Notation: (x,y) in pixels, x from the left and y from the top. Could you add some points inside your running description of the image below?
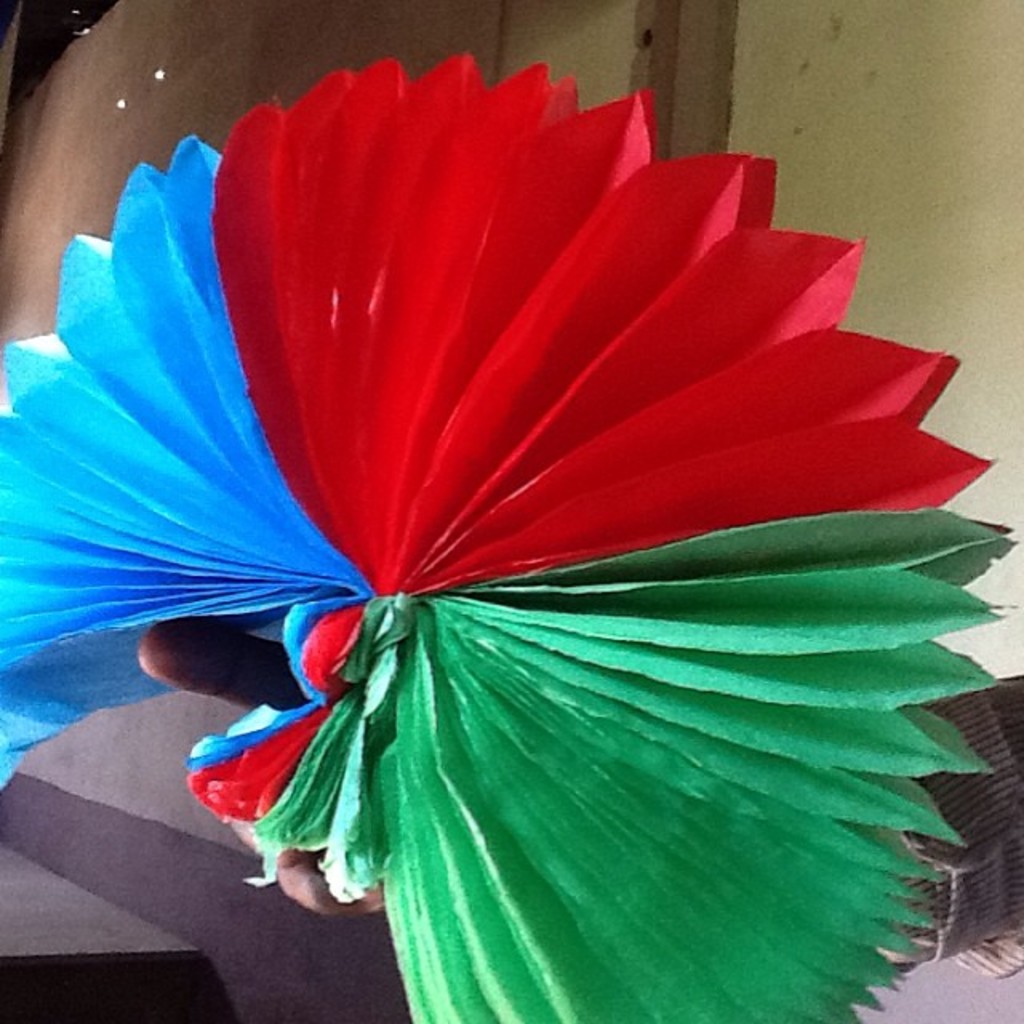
In this image we can see a person's hand (197,631) holding an object (696,406) which looks like a paper art (692,809).
